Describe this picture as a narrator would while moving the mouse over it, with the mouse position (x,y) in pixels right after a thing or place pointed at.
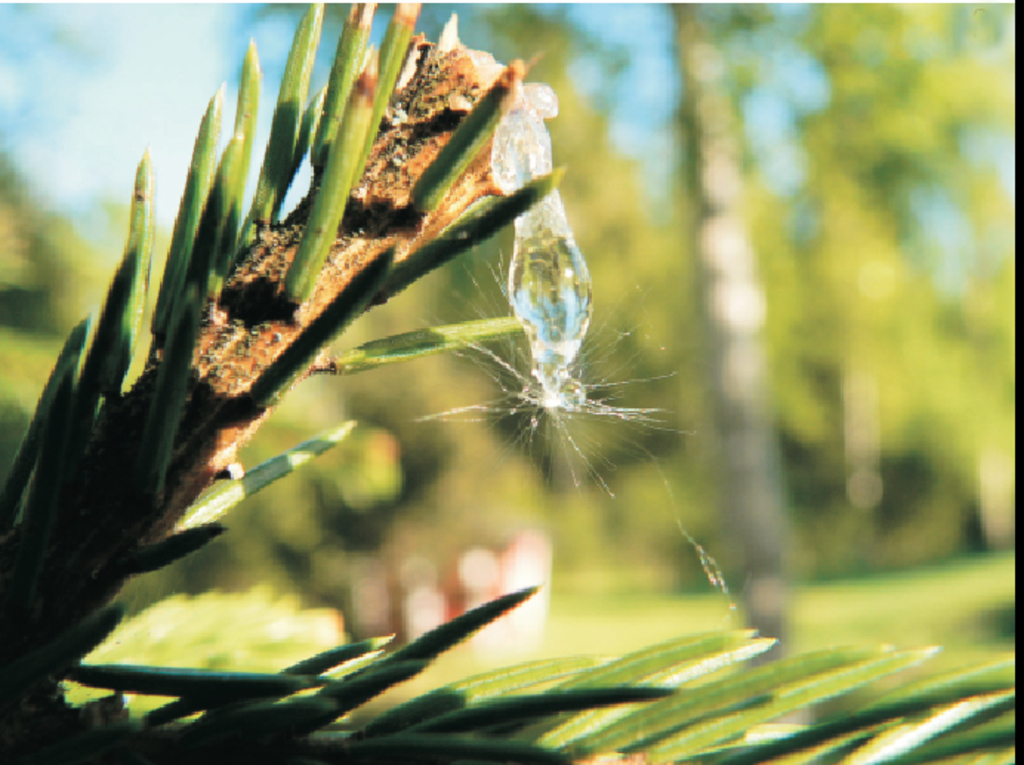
In this picture there is a plant (18,479) having leaves (315,271). There is a droplet (515,284) on the plant (492,178). Background (1009,520) there are few trees (666,519) on the grassland (873,580).
